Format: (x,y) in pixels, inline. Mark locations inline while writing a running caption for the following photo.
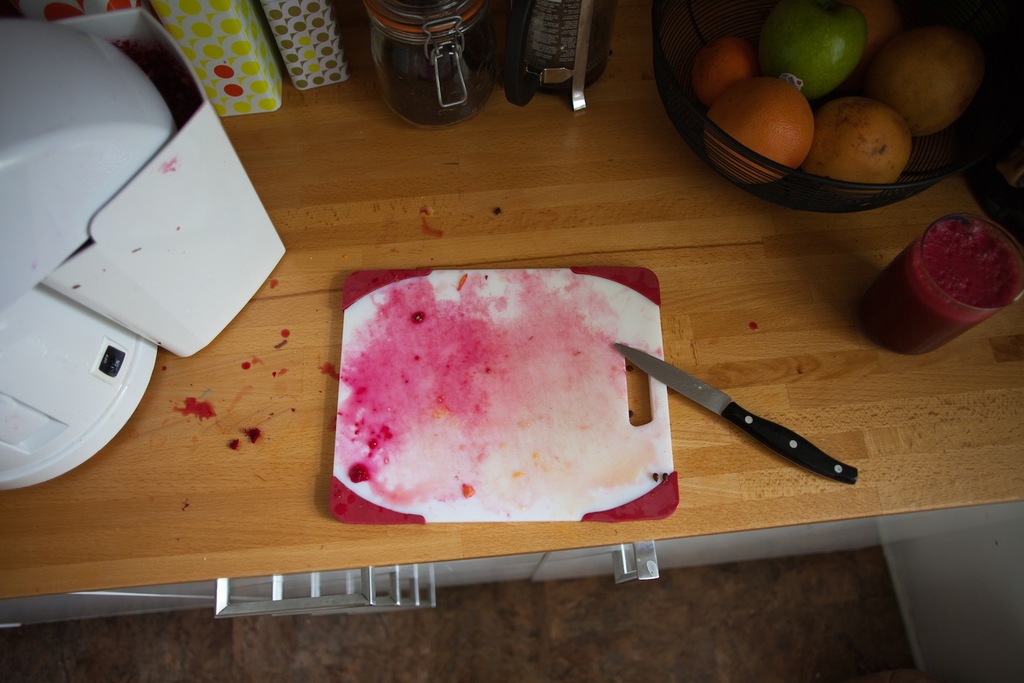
In this picture there is a table (750,236) in the center of the image (344,337), which contains juicer (219,250), chopping pad (541,375), knife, fruits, and other bottles (426,19), there are cupboards (553,577) at the bottom side of the image (553,577).
